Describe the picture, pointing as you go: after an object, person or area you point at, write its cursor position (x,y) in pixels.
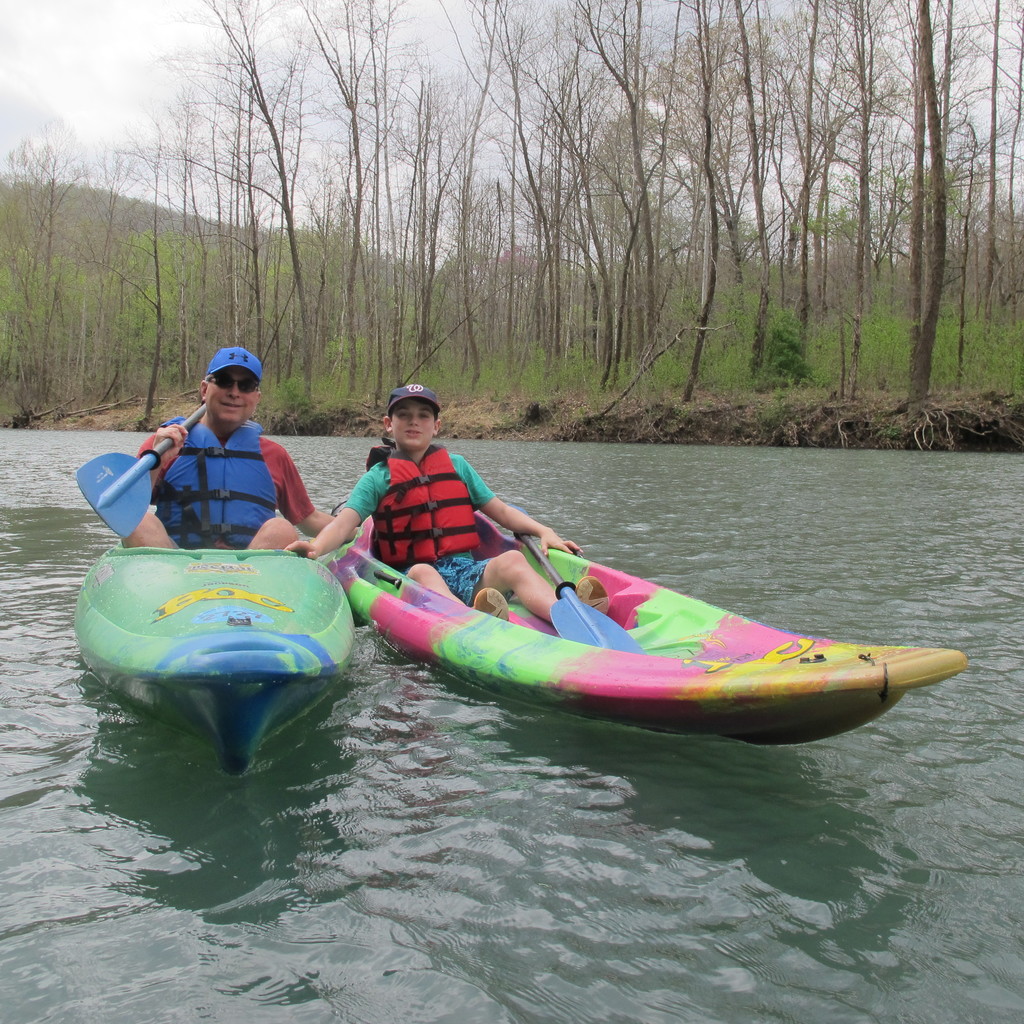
In this image I can see a river (358,840) and there are two boats (347,657) on the water (402,665). On the boats (233,574) a man (278,492) and a boy (350,522) are wearing jackets (258,501) and sitting. The man (179,439) is holding a paddle (127,477) in the hand (164,442). In the background (932,326) there are many trees (853,250) and plants (882,356). At the top of the image (107,68) I can see the sky (58,62).
